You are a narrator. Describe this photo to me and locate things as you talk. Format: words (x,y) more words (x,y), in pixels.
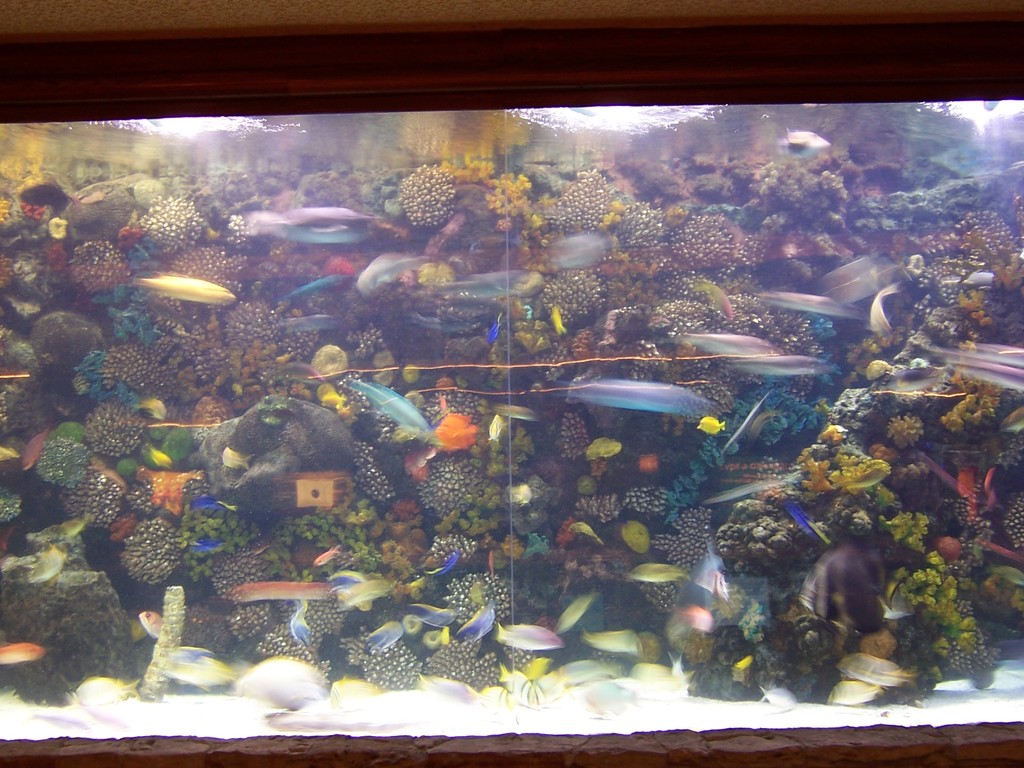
There is an aquarium (228,382) in which, there are fishes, plants (566,418) and water (47,226). And the background (67,500) is dark in color.
